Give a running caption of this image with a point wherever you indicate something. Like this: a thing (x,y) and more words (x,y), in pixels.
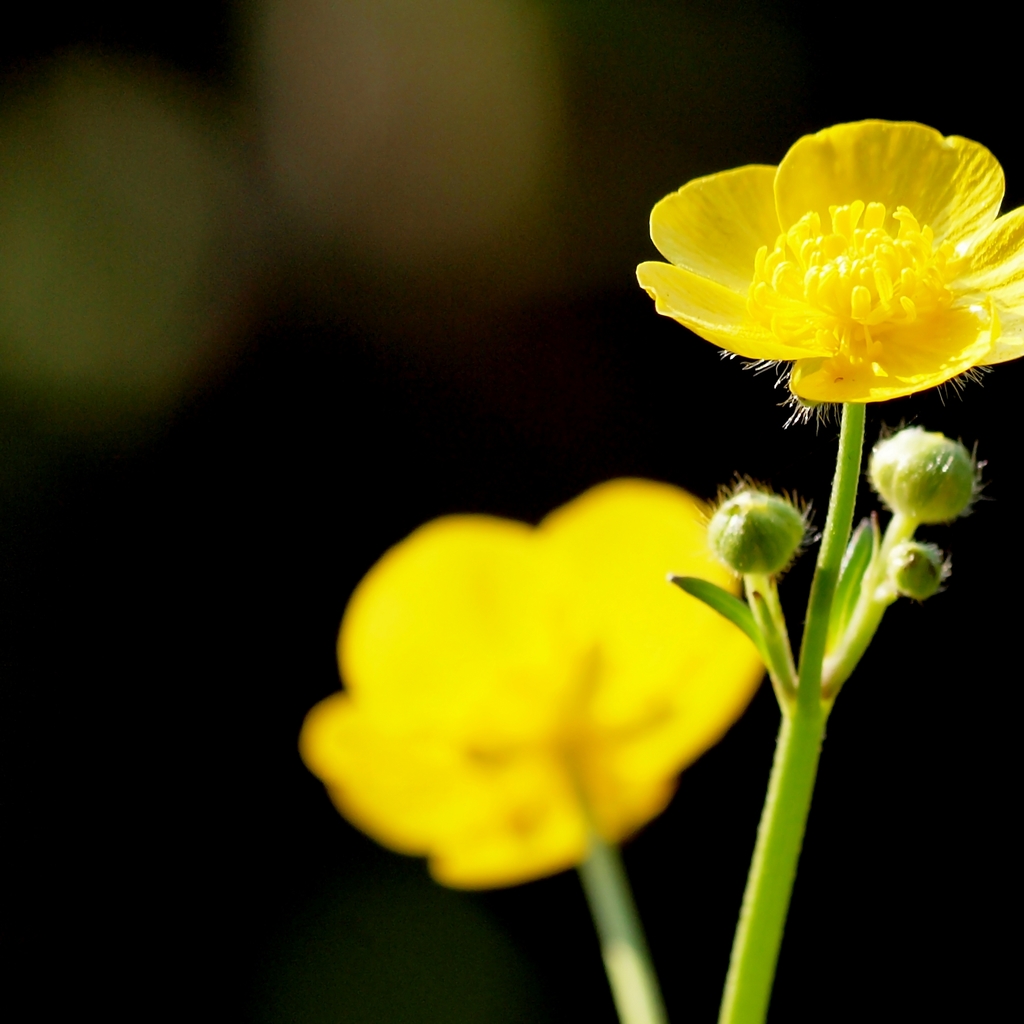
Here in this picture we can see a couple of yellow colored flowers (634,552) present over there.
